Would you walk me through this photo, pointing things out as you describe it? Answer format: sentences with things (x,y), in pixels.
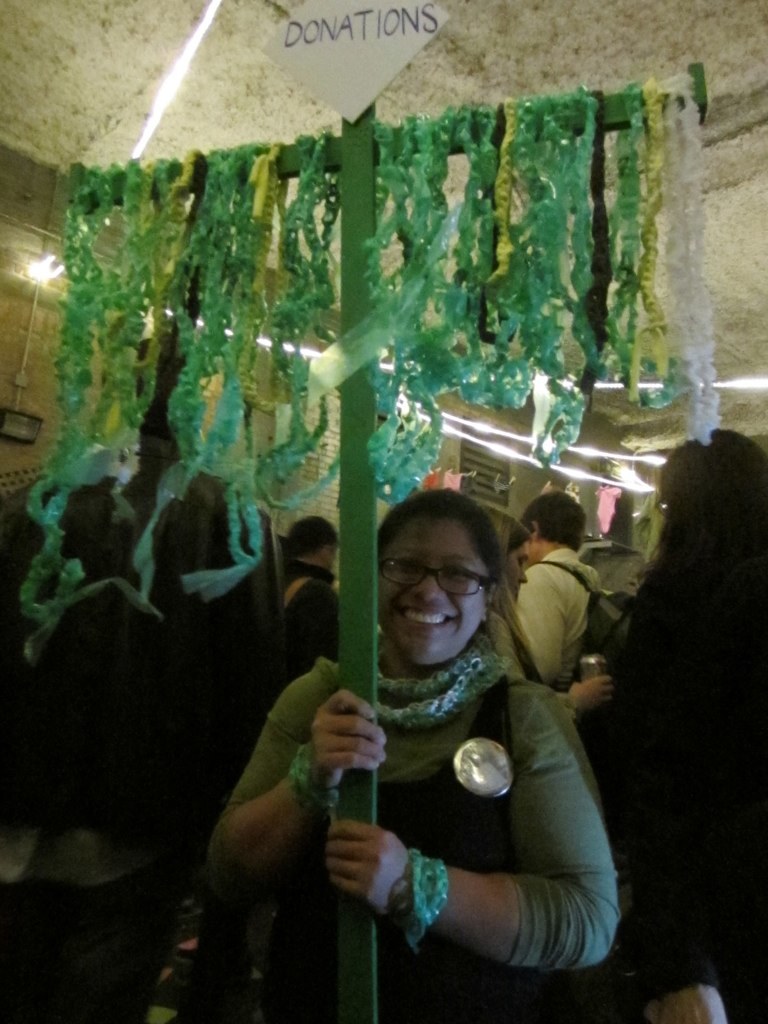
In this image I can see number of people (449,708) are standing. Here I can see she is wearing specs (401,578) and I can also see smile (432,618) on her face (401,599). I can see a green colour pole (342,143), a white colour board (347,86), lights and few colourful things (414,189) over here. On this board (317,73) I can see something is written.
